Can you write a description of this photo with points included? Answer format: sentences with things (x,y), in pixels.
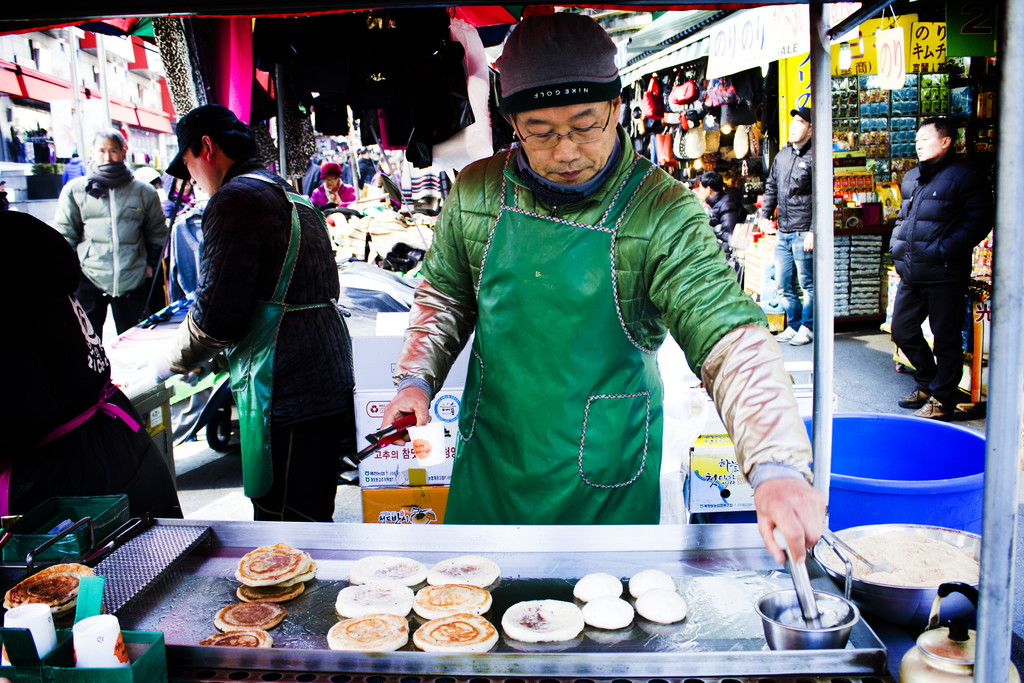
In this image there is a tray (713,637), in that tray (217,577) there is a food item (358,613), behind the tray (301,609) there are people (291,382) standing, in the background (339,80) there are shops (765,97) in that shops (279,118) there are few objects (428,187) and people (911,227) standing near the shops (742,27).
